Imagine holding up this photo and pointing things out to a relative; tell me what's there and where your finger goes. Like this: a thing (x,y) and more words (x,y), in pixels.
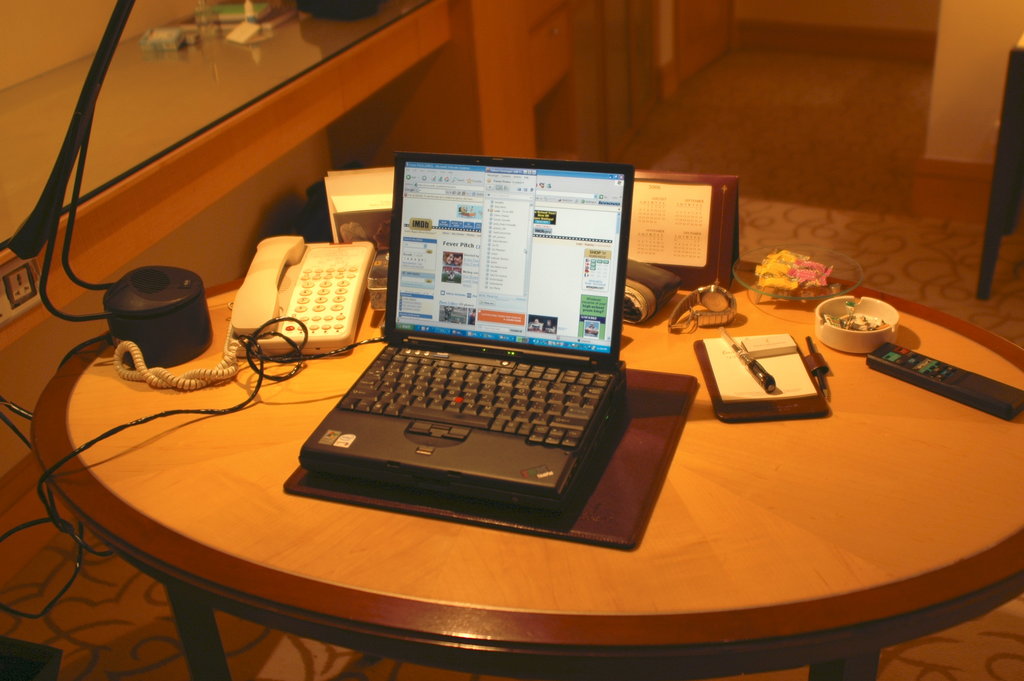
This is the picture of a table (908,463) on which there are some things (452,413) like phone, laptop (608,356), watch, ashtray (833,346) and a remote (923,367) and beside there is a desk (177,162) on which some things (173,36) are placed.
